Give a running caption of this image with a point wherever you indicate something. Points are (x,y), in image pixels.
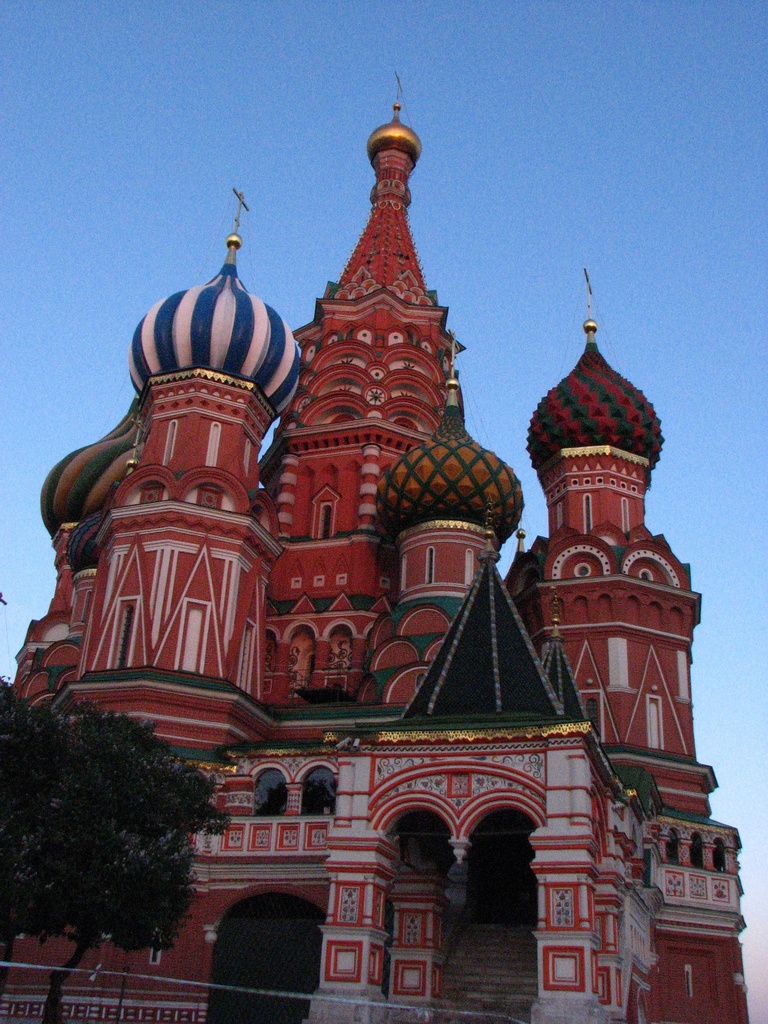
In this image there is a castle (225,620). In the bottom left (83,788) there is a tree (108,850). At the top (331,87) there is the sky (432,157).
